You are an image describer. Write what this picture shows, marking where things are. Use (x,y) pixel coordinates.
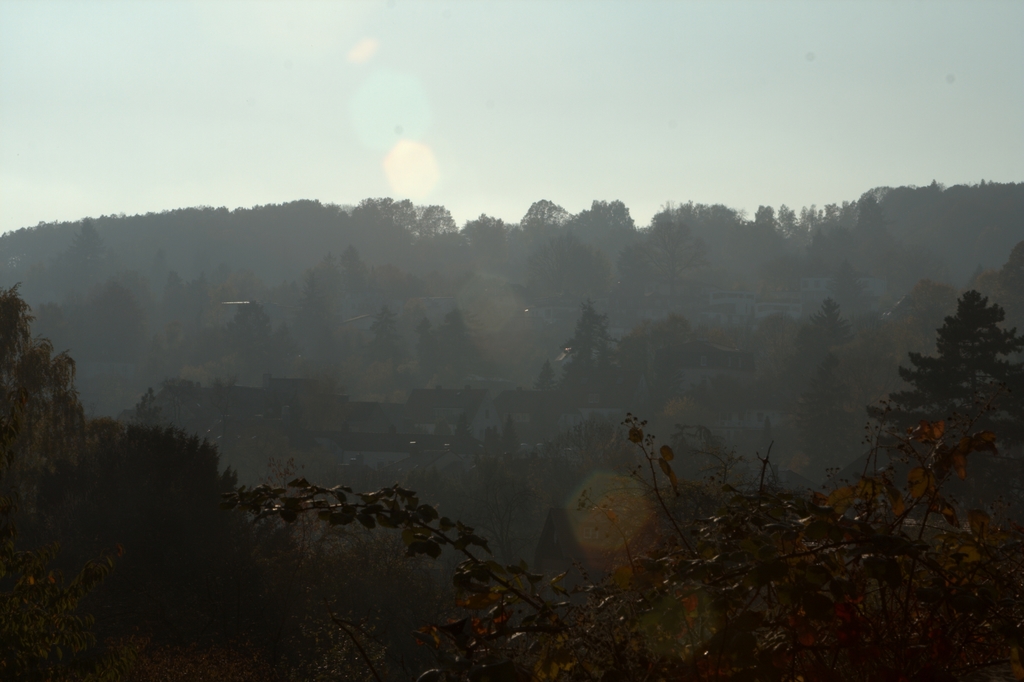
In this picture I can see mountains (56,241) and trees (944,593). In the background (421,408) I can see some buildings (403,427). At the top (424,19) I can see the sky (403,19) and clouds (443,35).
